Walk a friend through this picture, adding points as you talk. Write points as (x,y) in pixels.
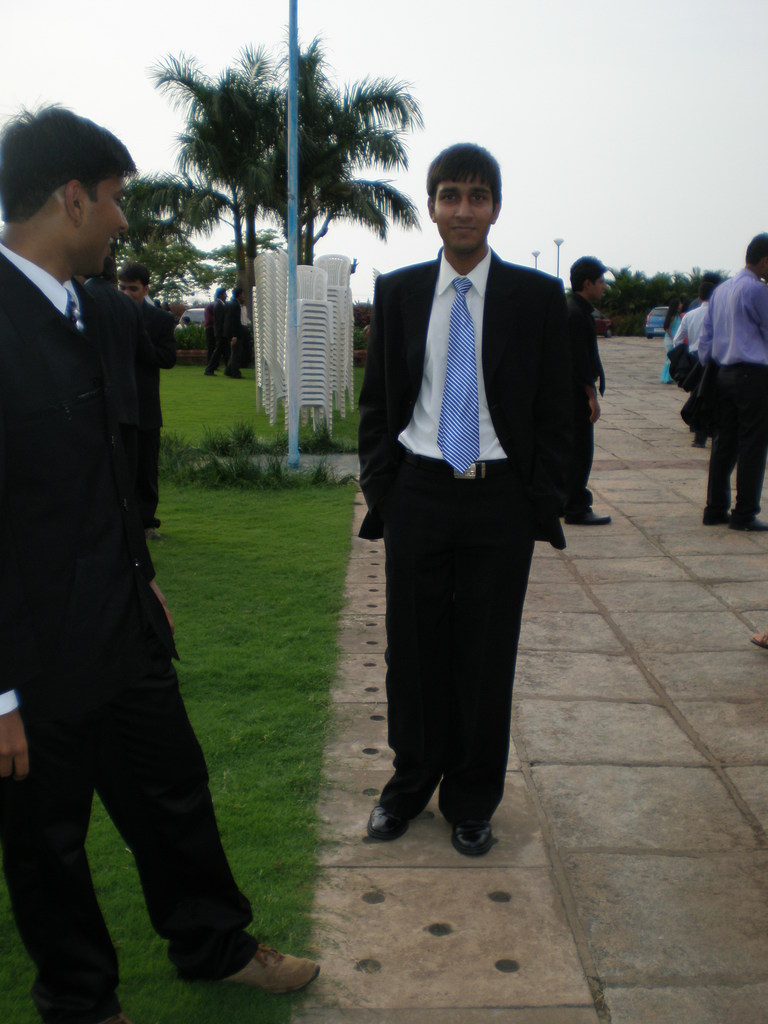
As we can see in the image there is grass (249,656), trees (270,118), chairs (331,392), few people (142,590) here and there and sky (583,147).
